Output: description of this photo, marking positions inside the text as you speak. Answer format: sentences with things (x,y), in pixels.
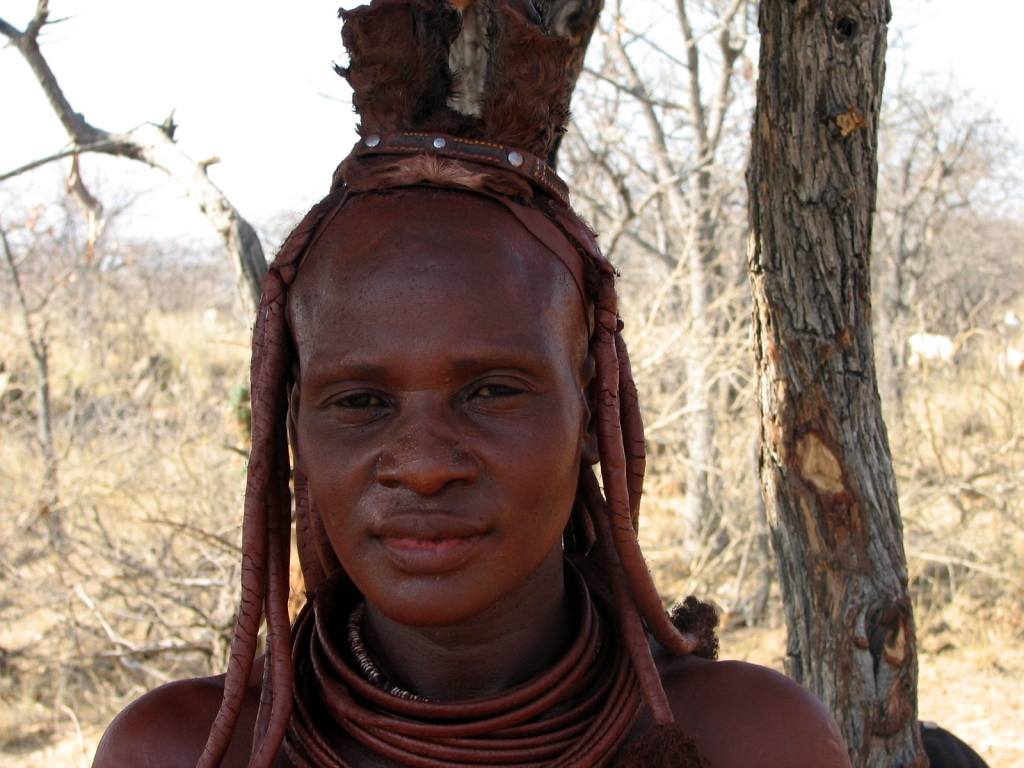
In front of the picture, we see a woman (568,393). She might be posing for the photo. Behind her, we see the stem (809,382) of a tree (829,689). There are trees (205,509) in the background (879,308). At the top (235,85), we see the sky (187,92). This picture is blurred in the background (226,469).
